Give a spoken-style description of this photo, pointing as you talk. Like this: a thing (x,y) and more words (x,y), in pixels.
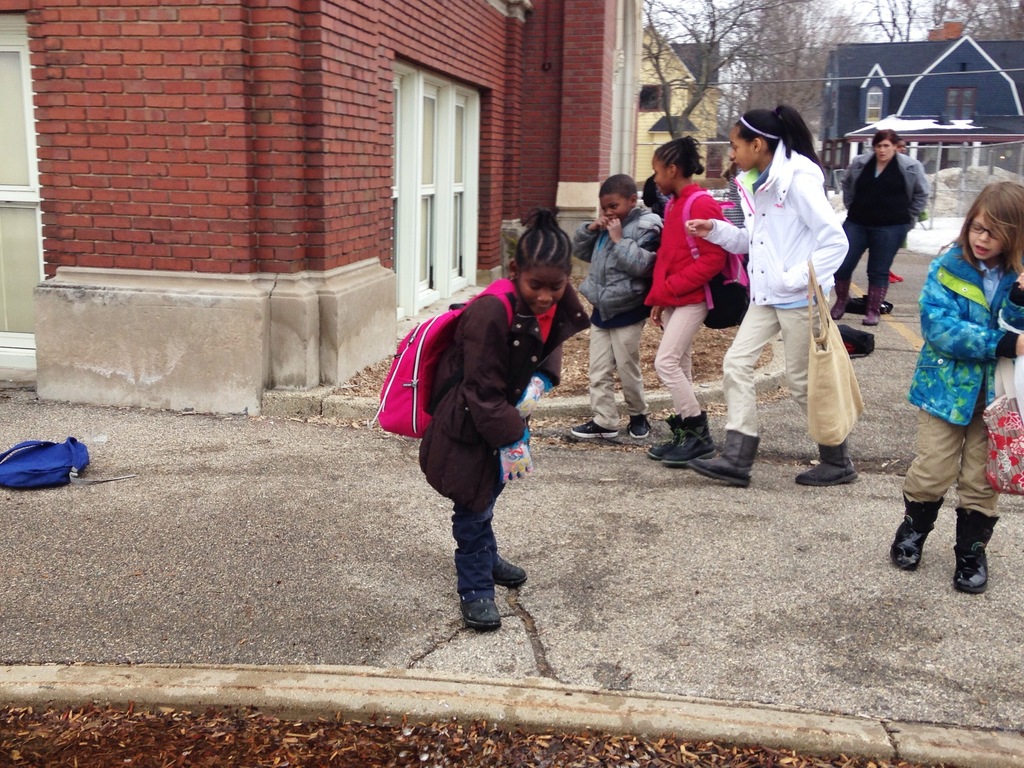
There are children (447,464) in the center of the image (667,294) and there is a bag (62,449) on the floor (18,496) on the left side (7,475), there is a woman (880,223) in the background area (890,159) and there are houses (659,84) and trees (824,59) in the background area (698,76).
